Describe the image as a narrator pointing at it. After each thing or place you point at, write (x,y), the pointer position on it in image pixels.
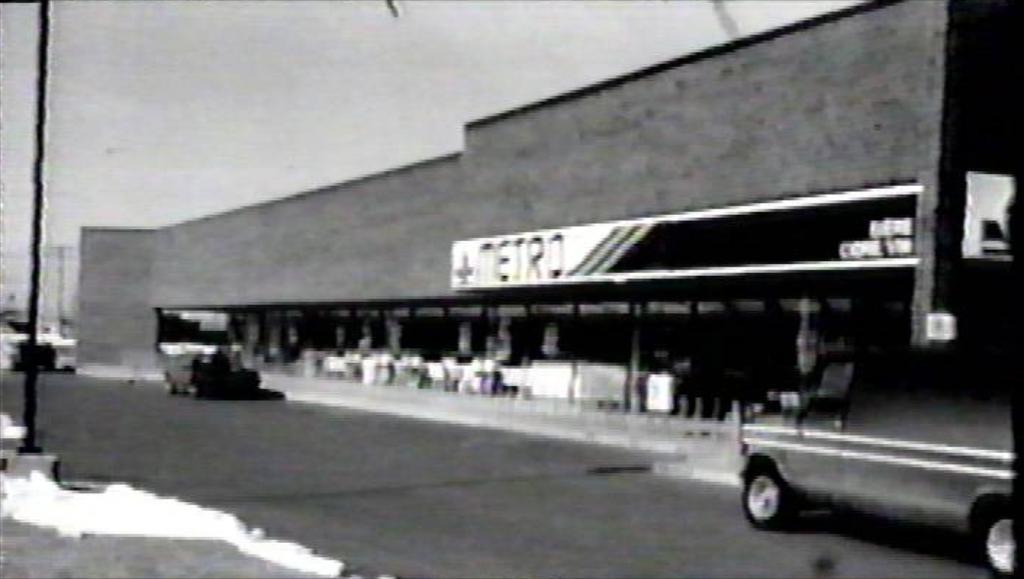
This is a black and white image. The picture is blurred. In the center of the picture (387,284) there is a building (716,167). In the foreground of the picture (26,358) there are cars (214,382) and a pole (34,375), on the road (292,512).
